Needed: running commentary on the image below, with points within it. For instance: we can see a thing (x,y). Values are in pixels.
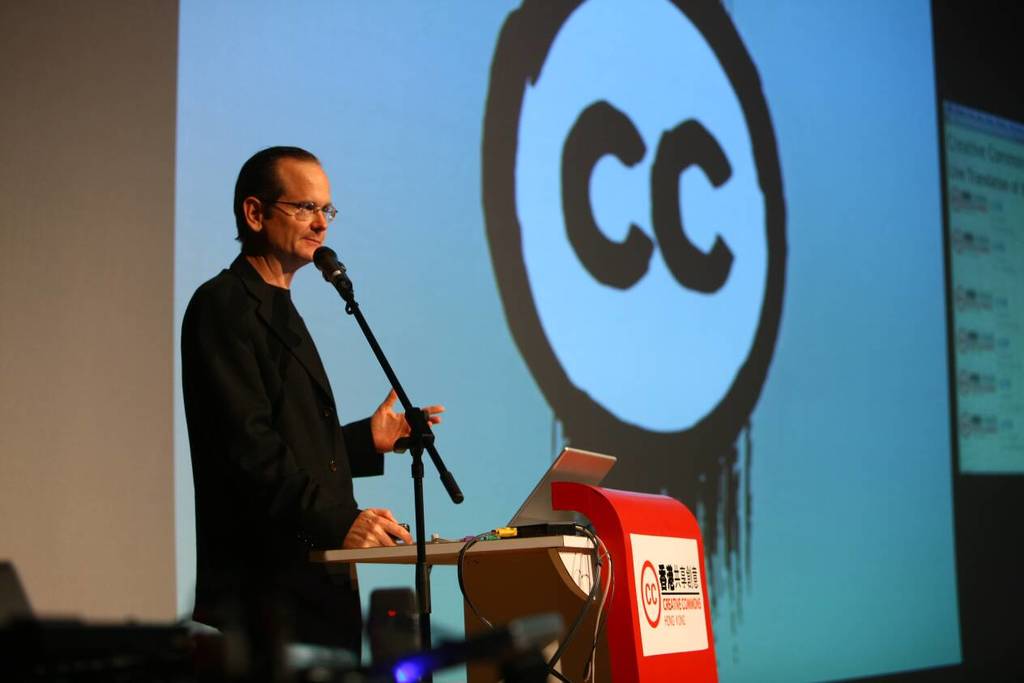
In the image we can see a man (263,470) standing, wearing clothes (200,532) and spectacles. Here we can see podium (603,557), microphone (344,277) and cable wires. Here we can see projected screen (713,296) and the wall (80,207).
